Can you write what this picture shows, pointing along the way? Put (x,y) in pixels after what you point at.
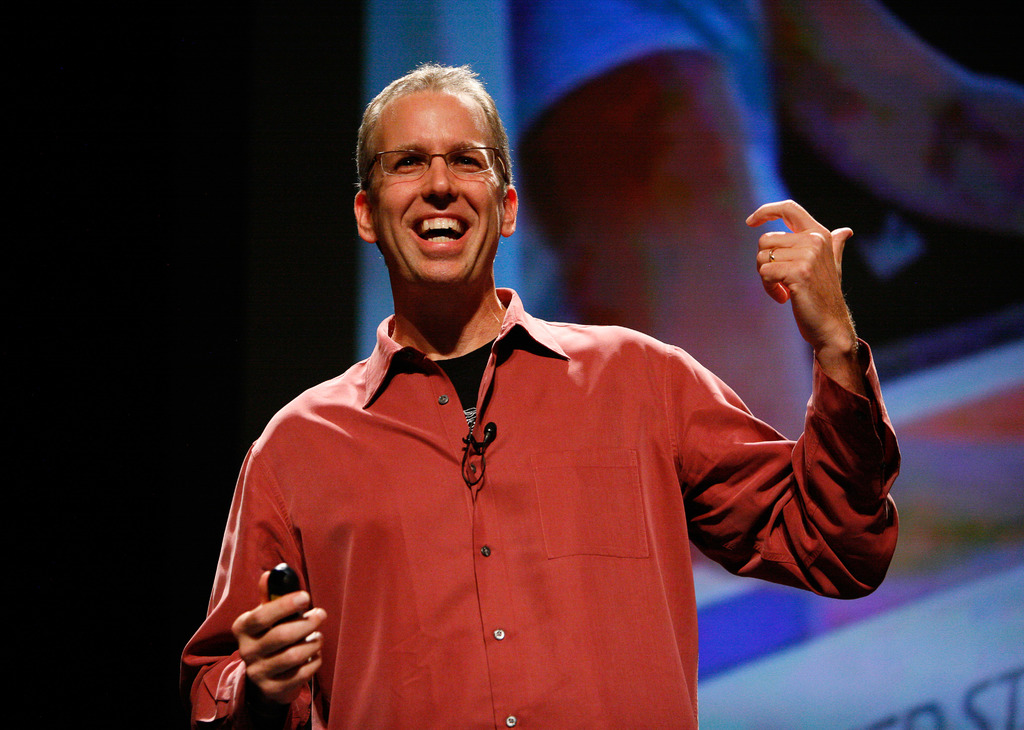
In this picture we can see a man (674,605) is smiling and holding something, he is wearing spectacles (421,164), it looks like a screen (847,117) in the background (838,94).
